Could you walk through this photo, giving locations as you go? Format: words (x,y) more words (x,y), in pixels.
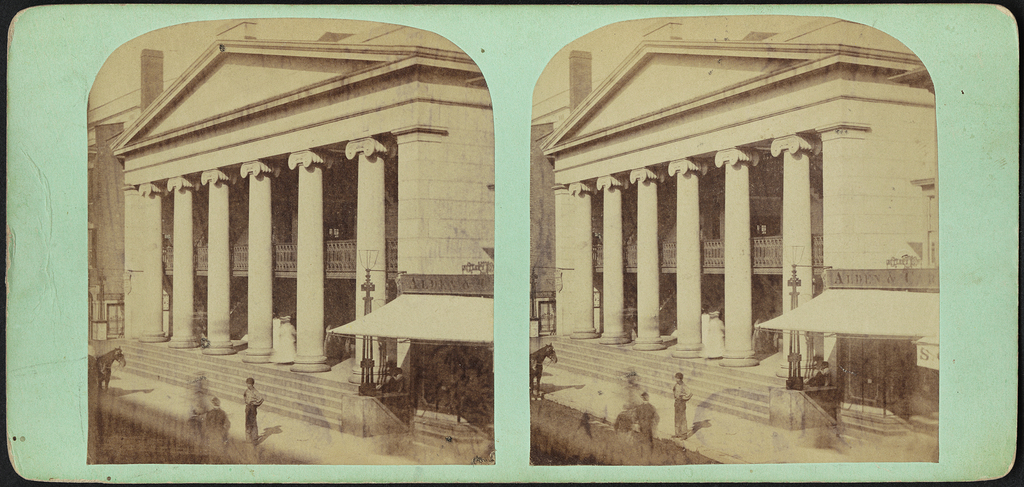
It is a collage picture. In the image we can see some persons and horse (99,363) and buildings (266,123) and tent (493,301).
